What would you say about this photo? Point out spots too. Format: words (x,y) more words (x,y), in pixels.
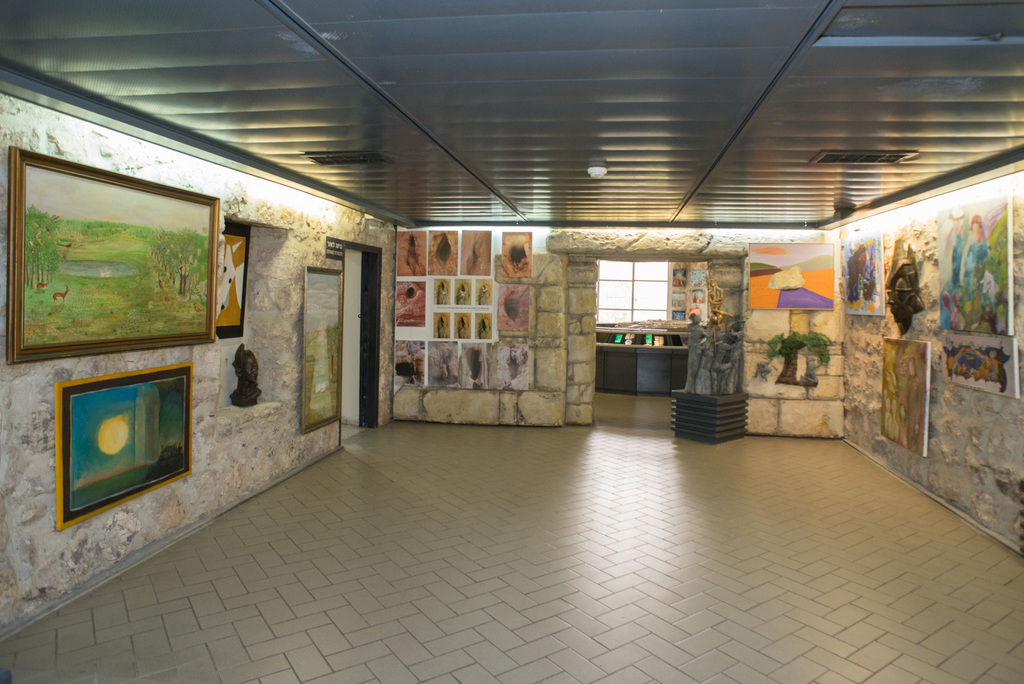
In this picture we can see the frames (77,479), boards (457,268) on the walls (989,460). We can see the ceiling (643,176), objects (733,385) and the floor (716,614).
